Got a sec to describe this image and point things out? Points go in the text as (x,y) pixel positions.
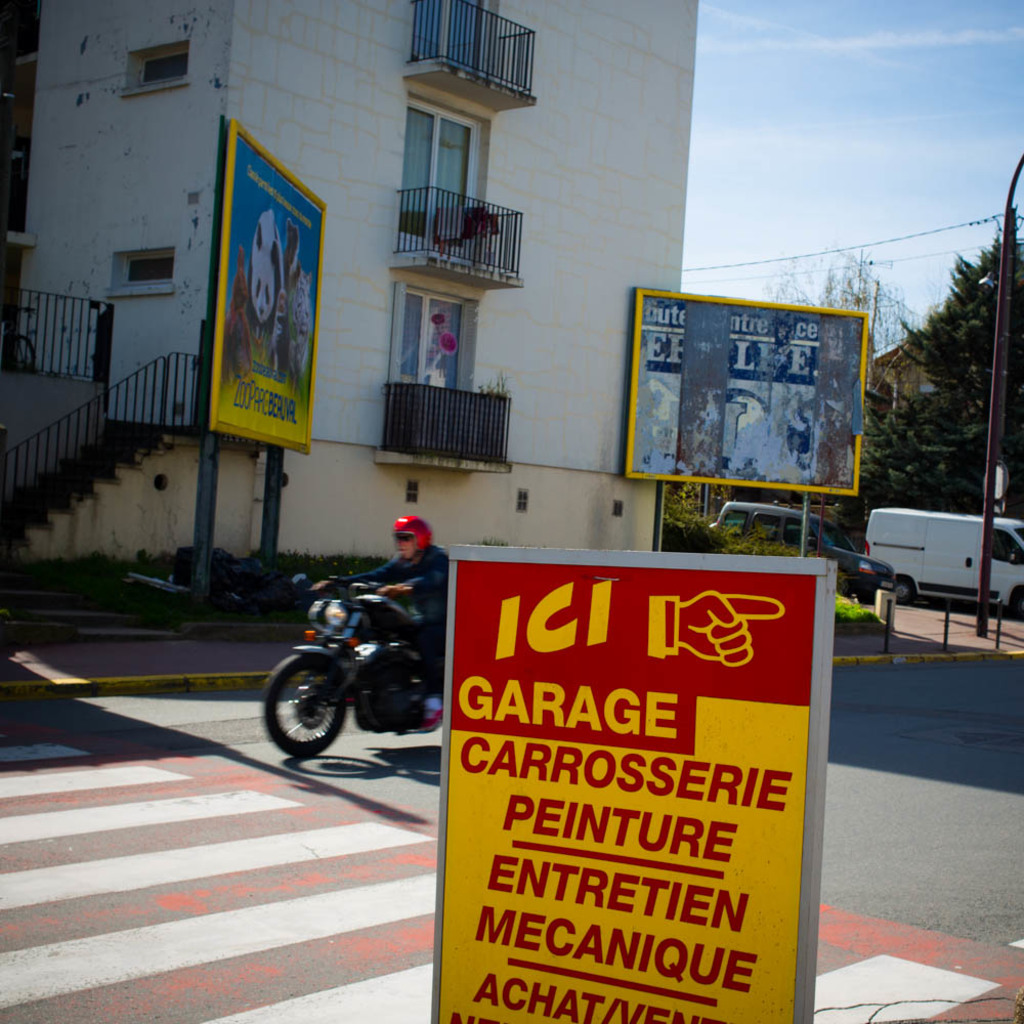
In the center of the image (402,624) we can see a man (432,641) riding bike (360,629). At the bottom (461,875) there is a board (675,893). In the background (558,414) there are hoardings (825,367), pole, cars (922,579), trees (963,330), building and sky (838,150).
